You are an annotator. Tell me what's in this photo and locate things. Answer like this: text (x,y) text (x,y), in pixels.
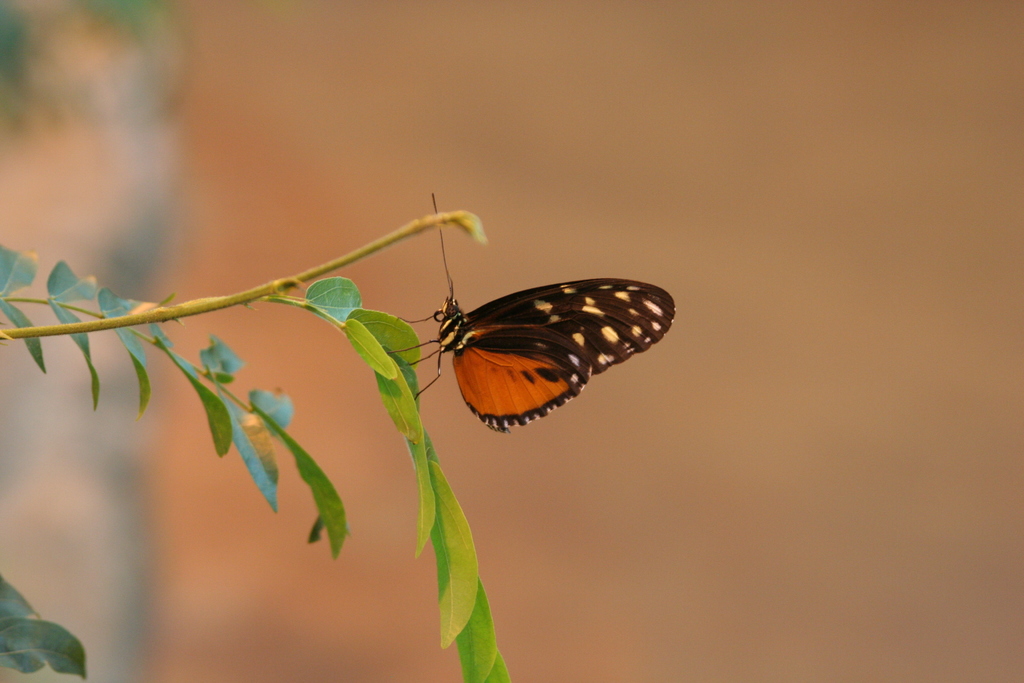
We can see butterfly (493,354) on green leaves (414,349) and we can see leaves (96,375) and stem (146,314). In the background (744,136) it is blur.
